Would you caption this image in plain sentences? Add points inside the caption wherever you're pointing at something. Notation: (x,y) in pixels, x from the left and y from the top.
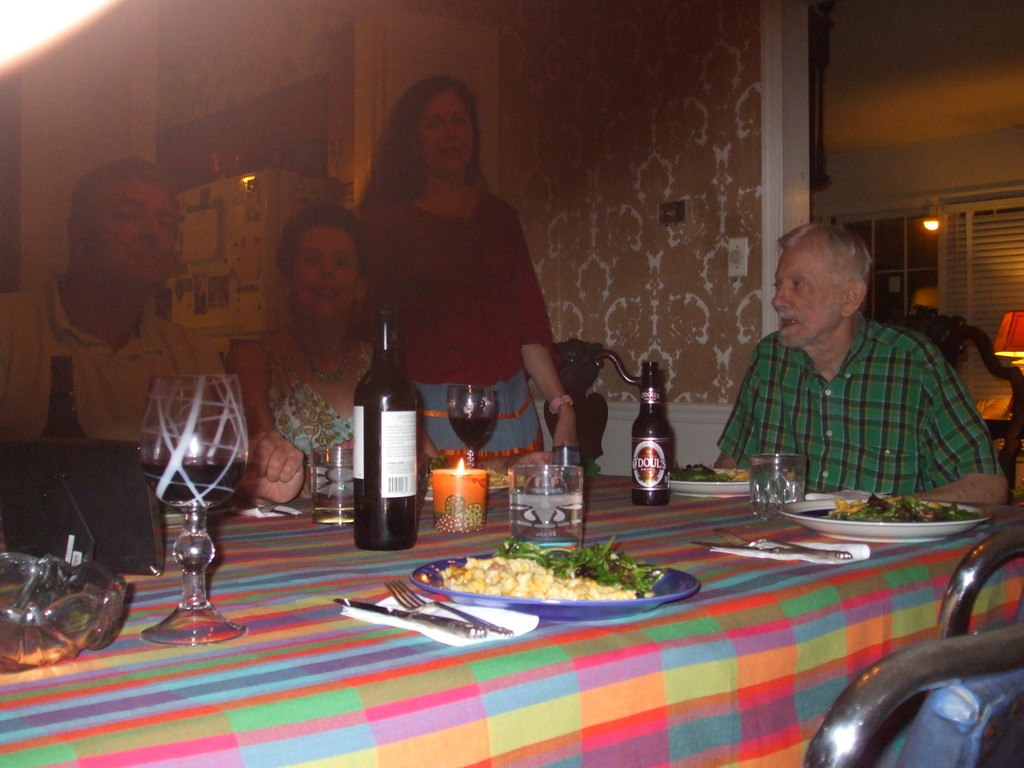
There are four people (327,396) in a room (564,293). There is a table (423,488). There is a bottle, plate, tissue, knife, fork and food item (505,473) on a table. We can see in background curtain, lamp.
